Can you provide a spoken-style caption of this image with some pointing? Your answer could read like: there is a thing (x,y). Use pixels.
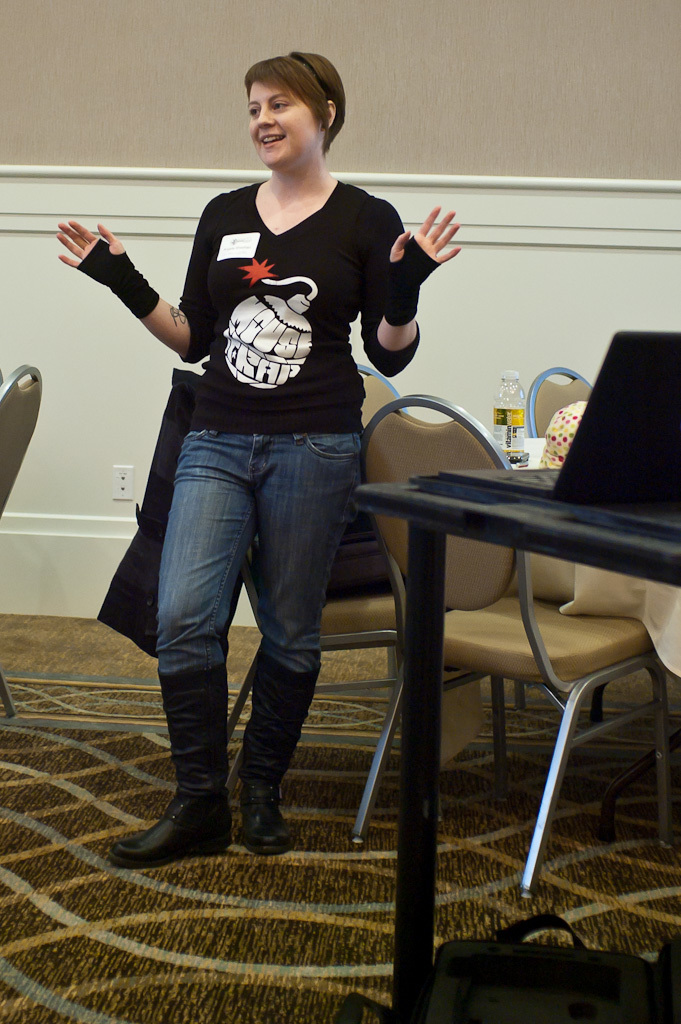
In this image I can see a woman (327,170) is standing, I can also see smile (268,137) on her face (283,128). In the background (410,477) I can see few chairs (10,448) and a table (605,547). I can see a laptop (638,441) on this table (510,536).
